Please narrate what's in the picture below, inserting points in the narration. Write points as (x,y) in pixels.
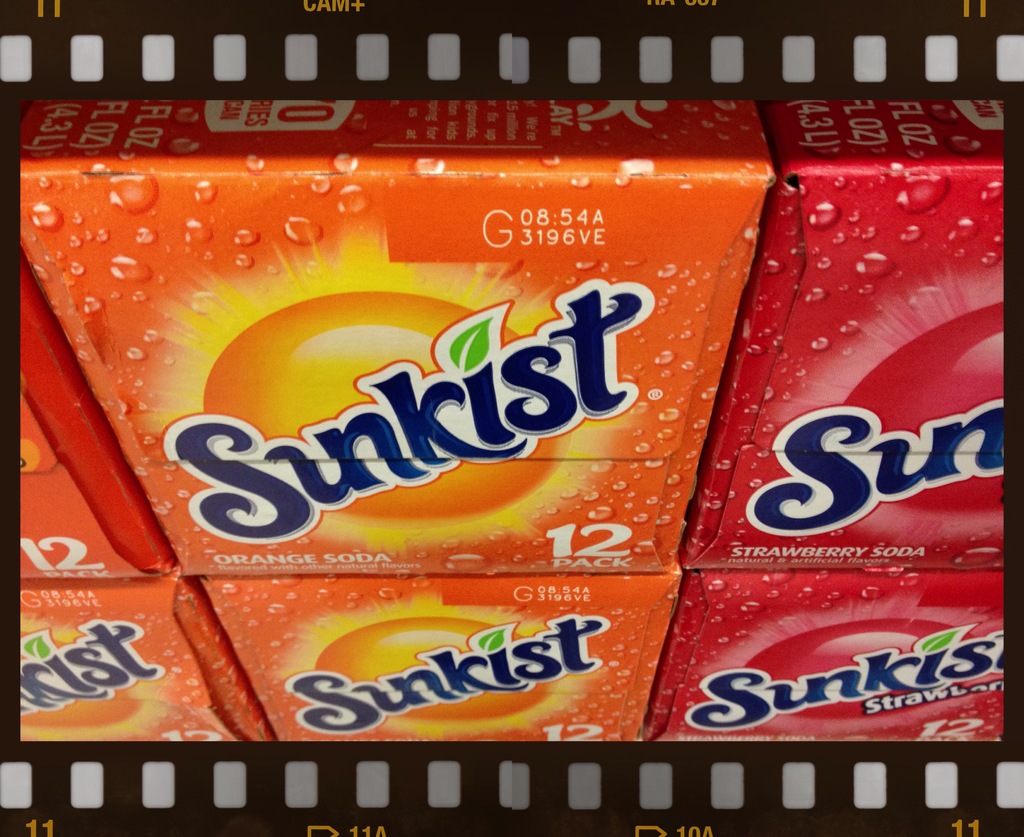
In this image there are soda packets (567,581). There are two different flavors (555,596) in it. In the center (460,381) there is an orange flavor (447,652). On the right (930,631) we can see strawberry flavor (871,527).
